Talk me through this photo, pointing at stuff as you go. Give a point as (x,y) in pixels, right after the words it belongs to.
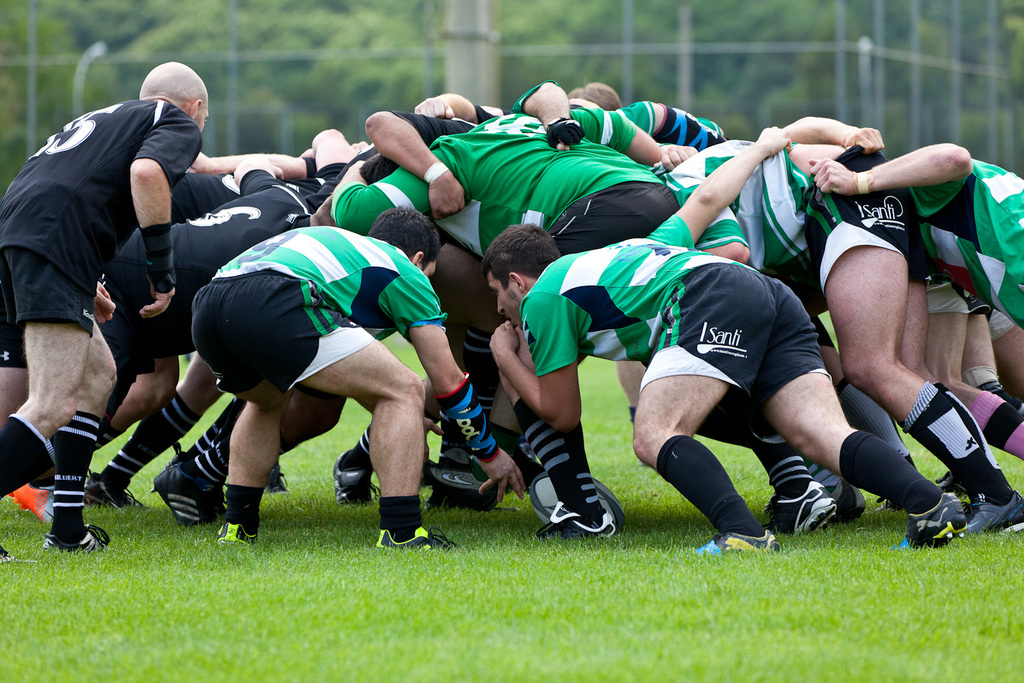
In the picture we can see some players (566,479) are playing a rugby on the grass surface (626,474) and some are wearing a green T-shirts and some are wearing a black T-shirts (138,233) with shoes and in the background (198,64) we can see a fencing wall (436,61) with poles (471,64) and trees (194,20) behind it.
